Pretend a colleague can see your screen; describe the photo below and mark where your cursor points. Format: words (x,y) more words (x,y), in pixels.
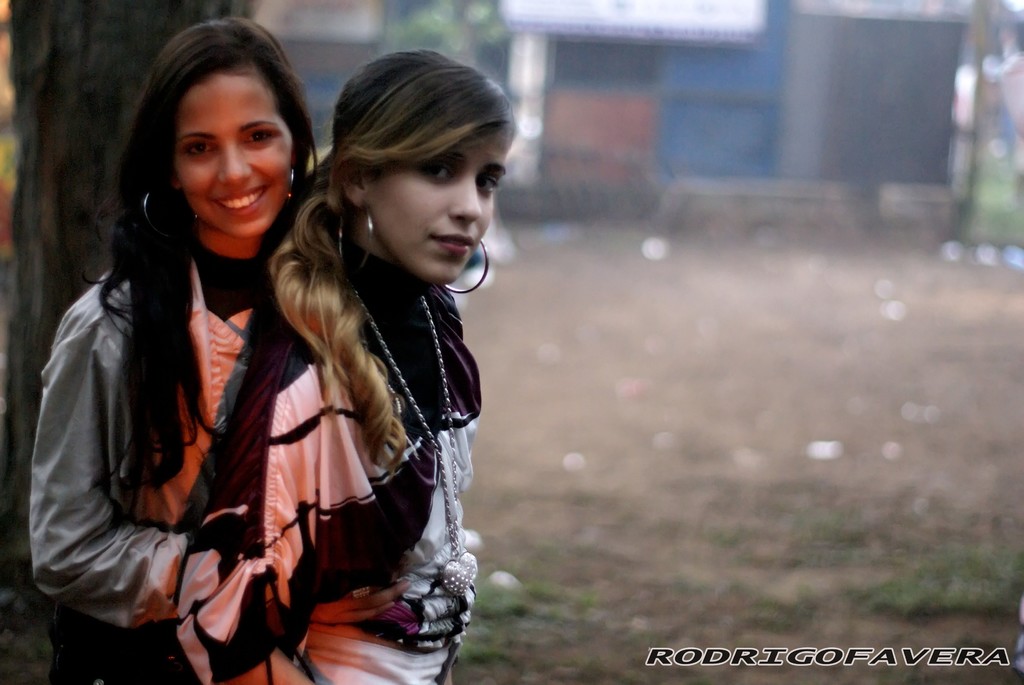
In this image, there are a few people (231,358). We can see the ground (521,368) with some grass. We can also see the trunk (124,28) of a tree (174,34). We can see the blurred background (886,23) and some text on the bottom right corner (954,655).
